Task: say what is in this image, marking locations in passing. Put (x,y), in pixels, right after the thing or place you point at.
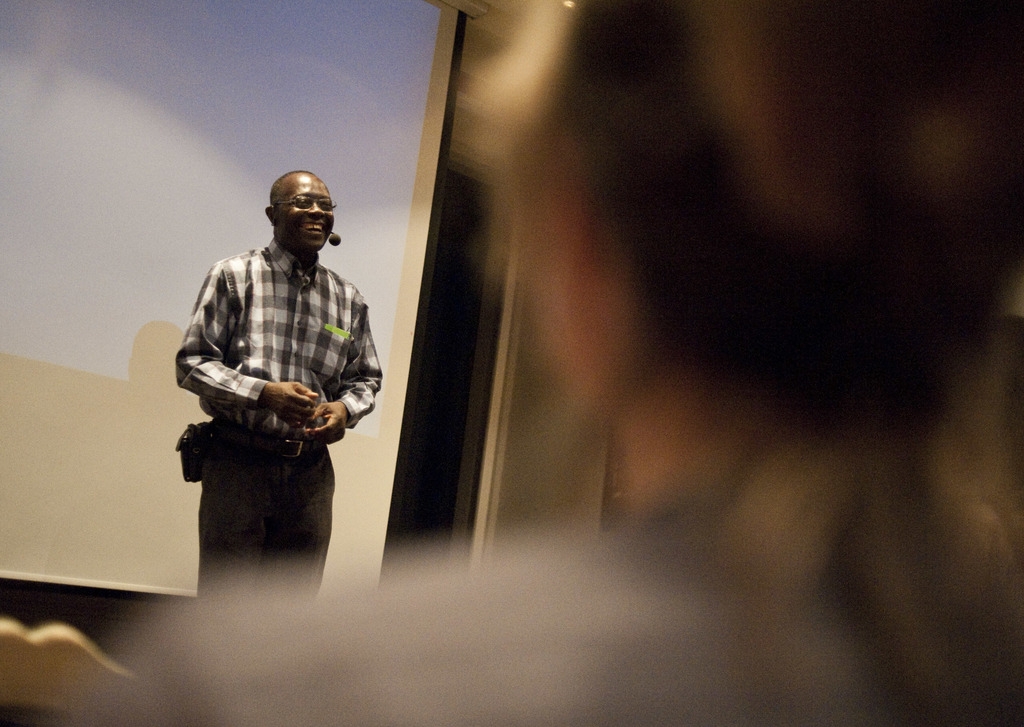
In this picture, we can see a man (263,476) is standing on the floor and explaining something and behind the man (309,383) there is a projector screen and in front of the man (286,391) there is another person (720,406).
